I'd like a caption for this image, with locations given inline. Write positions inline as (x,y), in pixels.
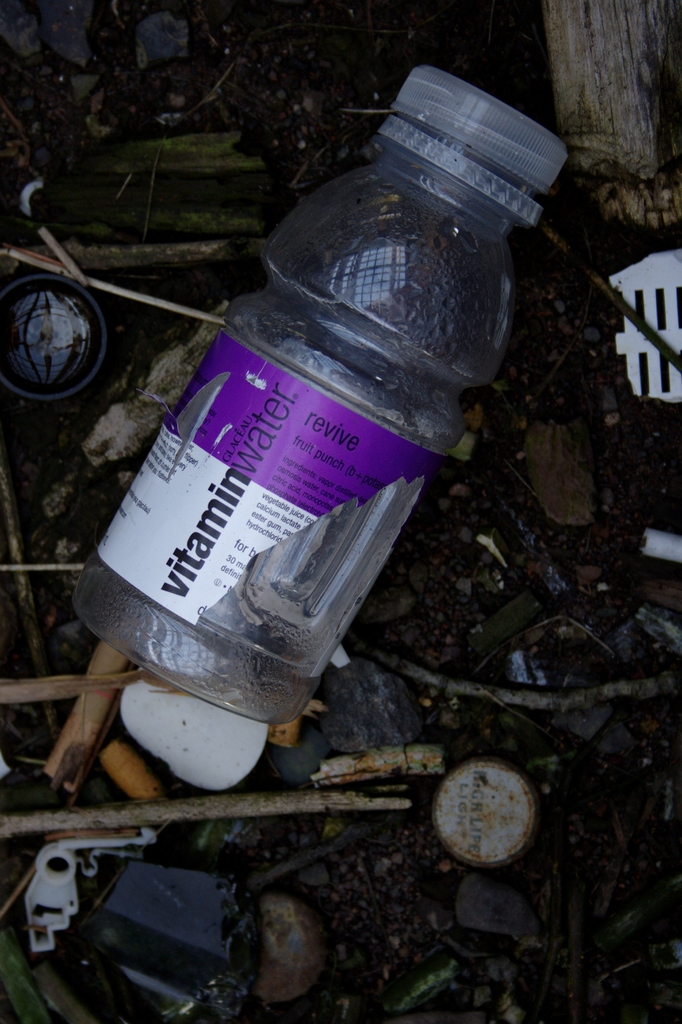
In this picture we can see a bottle (449,433) fell on a ground (583,280) with cap (94,317), sticks (446,680), stones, wooden items (680,125) on it.
